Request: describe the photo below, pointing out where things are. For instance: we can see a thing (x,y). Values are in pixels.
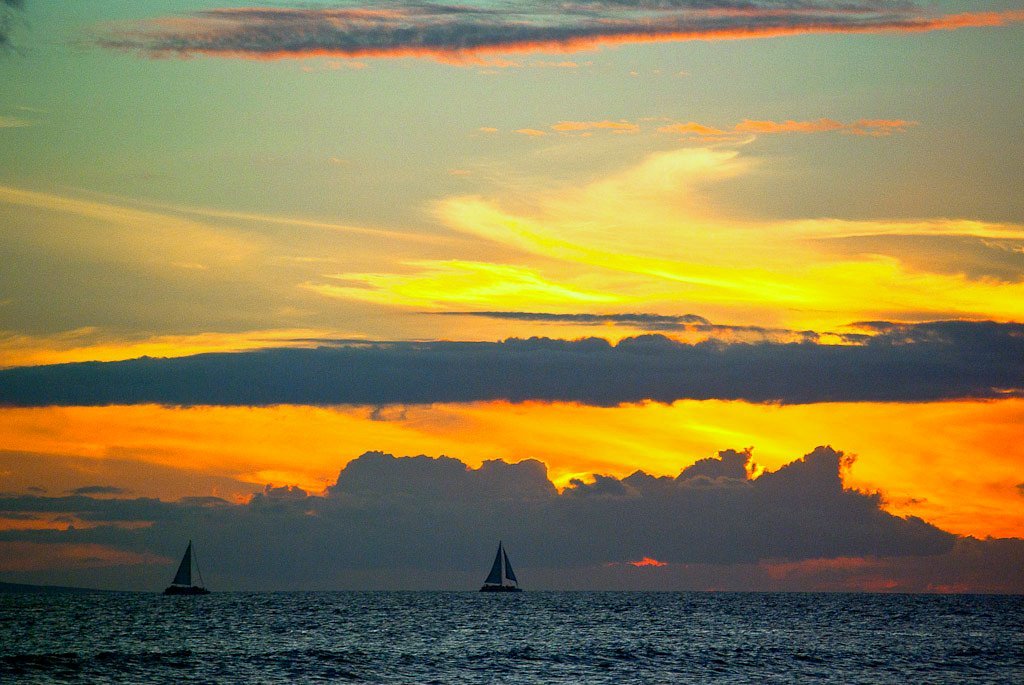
In this picture we can see two boats (195,587) traveling, at the bottom (571,620) there is water (535,642), we can see sail (511,576) of the boat (500,574) here, there is a cloudy sky (481,394) in the background (519,379).
